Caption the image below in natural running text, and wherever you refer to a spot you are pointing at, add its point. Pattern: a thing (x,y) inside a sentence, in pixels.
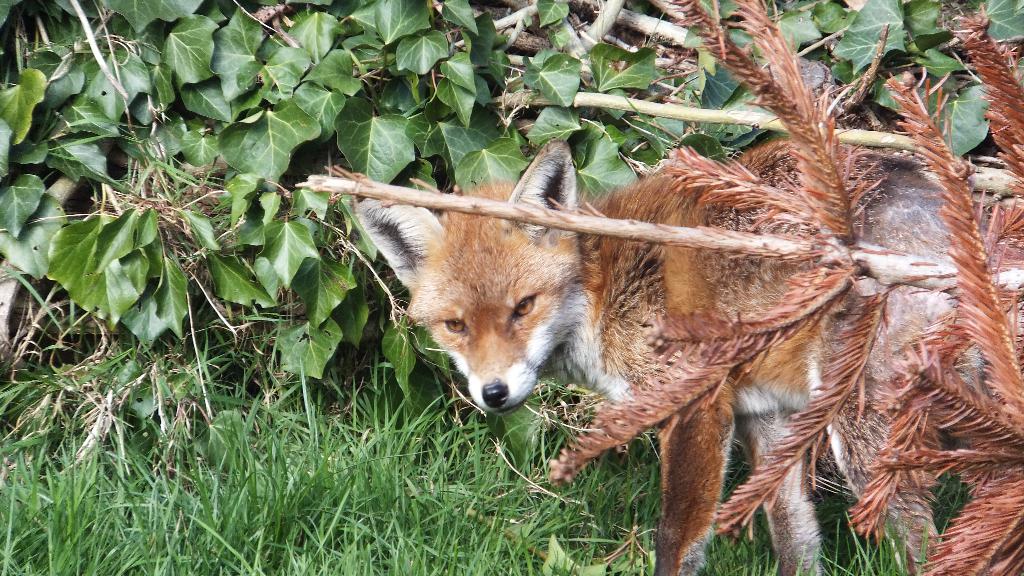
In this picture there is a fox (480,293) which is standing near to the plants (431,166) and grass (443,525). On the right (981,544) i can see dried branches (817,292). On the left (215,269) i can see many leaves (258,97).
